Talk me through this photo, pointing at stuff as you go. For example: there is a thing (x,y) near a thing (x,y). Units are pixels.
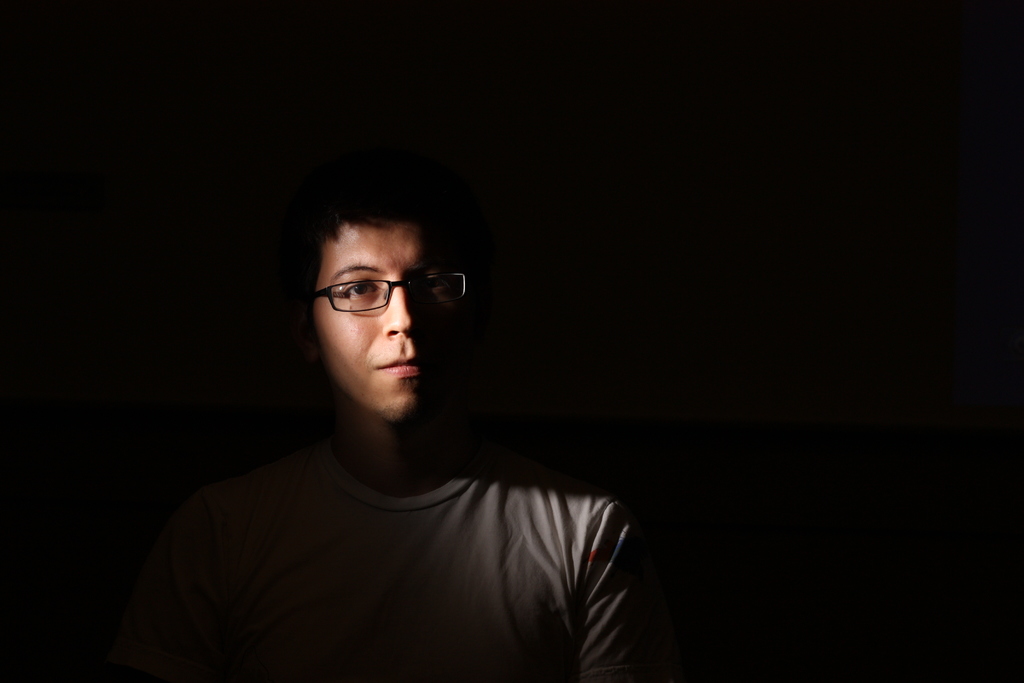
In the foreground of this picture (482,592), there is a man (443,544) in grey T shirt (483,505) and he is wearing spectacles (421,296) and the background (105,450) is dark.
